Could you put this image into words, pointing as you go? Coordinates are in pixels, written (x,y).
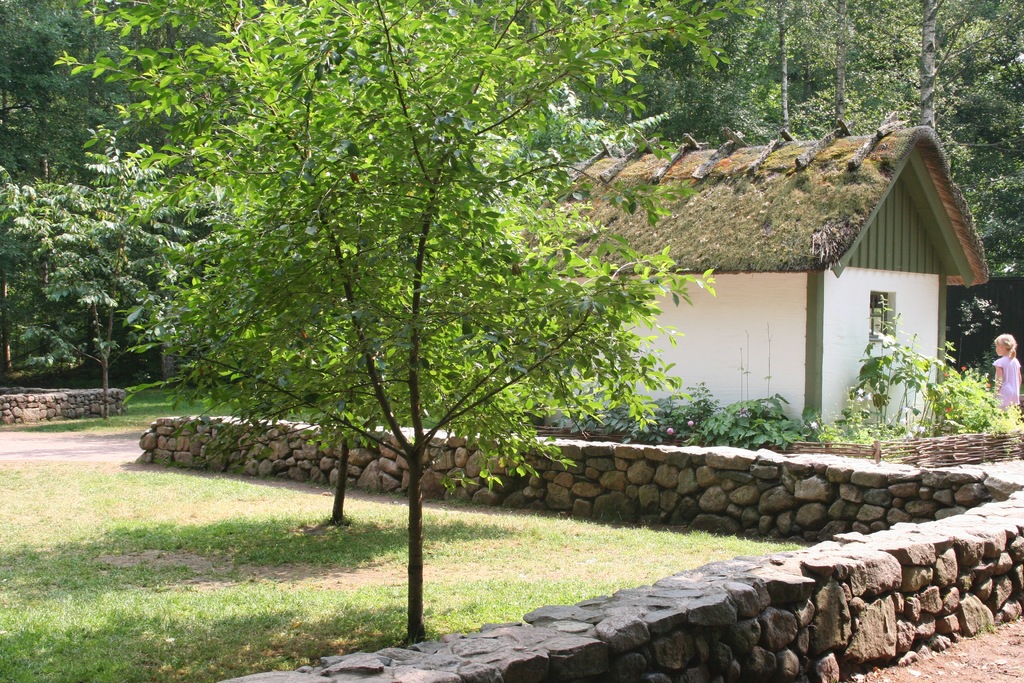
As we can see in the image there is grass (387,608), rocks (943,508), plants (733,426), trees (252,26), house (852,252) and there is a girl (1011,386) standing over here.
